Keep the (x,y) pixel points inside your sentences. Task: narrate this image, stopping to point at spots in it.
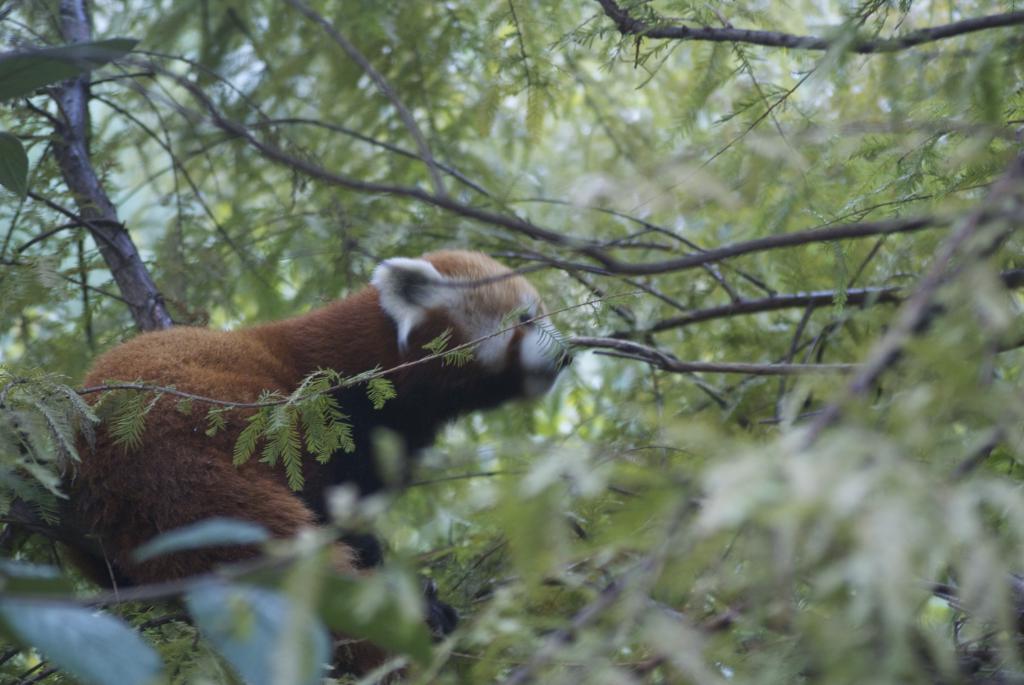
In the picture we can see many plants (974,500) and trees (970,102) on it, we can see an animal (516,353) sitting which is brown in color with white ears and nose (536,353).
